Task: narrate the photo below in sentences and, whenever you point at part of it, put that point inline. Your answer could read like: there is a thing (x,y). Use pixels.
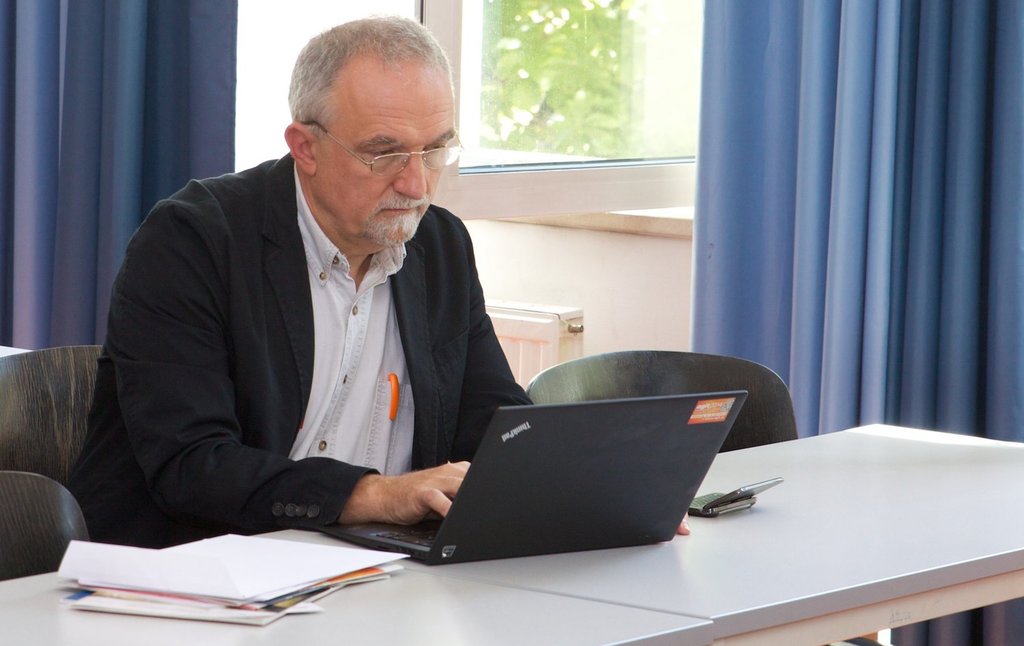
In this image I can see a man (445,229) is sitting on a chair (83,397). On this table (473,578) I can see a laptop (441,546) and few more items (143,601). Here I can see curtains (741,134) on window (618,167).
